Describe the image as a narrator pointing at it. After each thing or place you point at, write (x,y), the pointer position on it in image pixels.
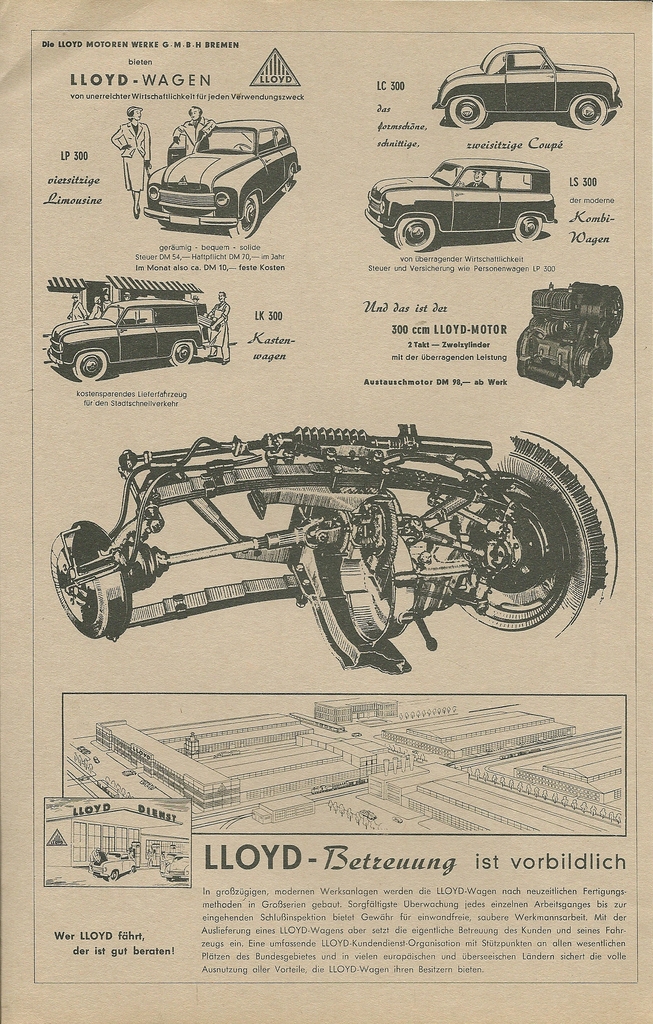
This picture is consists of a page (329,73), which includes different parts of a car (85,532).
